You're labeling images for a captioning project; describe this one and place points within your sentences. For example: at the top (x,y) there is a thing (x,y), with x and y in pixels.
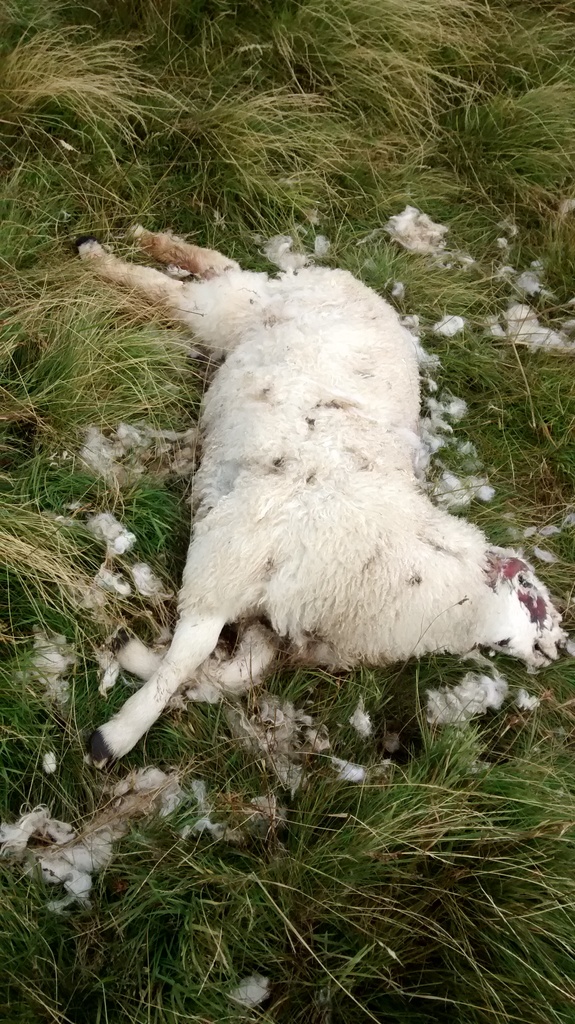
There is an animal (329,366) in white color laying on the grass (396,248) on the ground (396,248). And the animal (323,551) is dead. In the background (440,53), there's grass (301,91) on the ground (523,146).
